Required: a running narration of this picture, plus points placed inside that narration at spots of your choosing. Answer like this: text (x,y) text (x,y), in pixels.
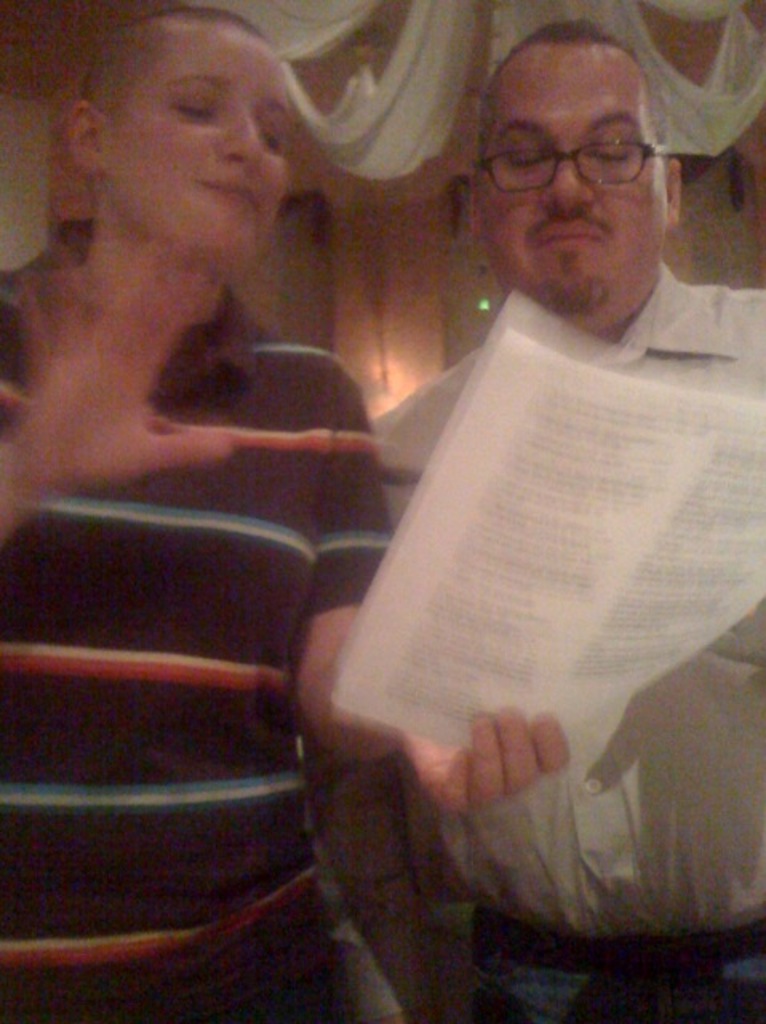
In this image I can see two people (582,257). At the top (411,117) I can see the white cloth (405,104).
